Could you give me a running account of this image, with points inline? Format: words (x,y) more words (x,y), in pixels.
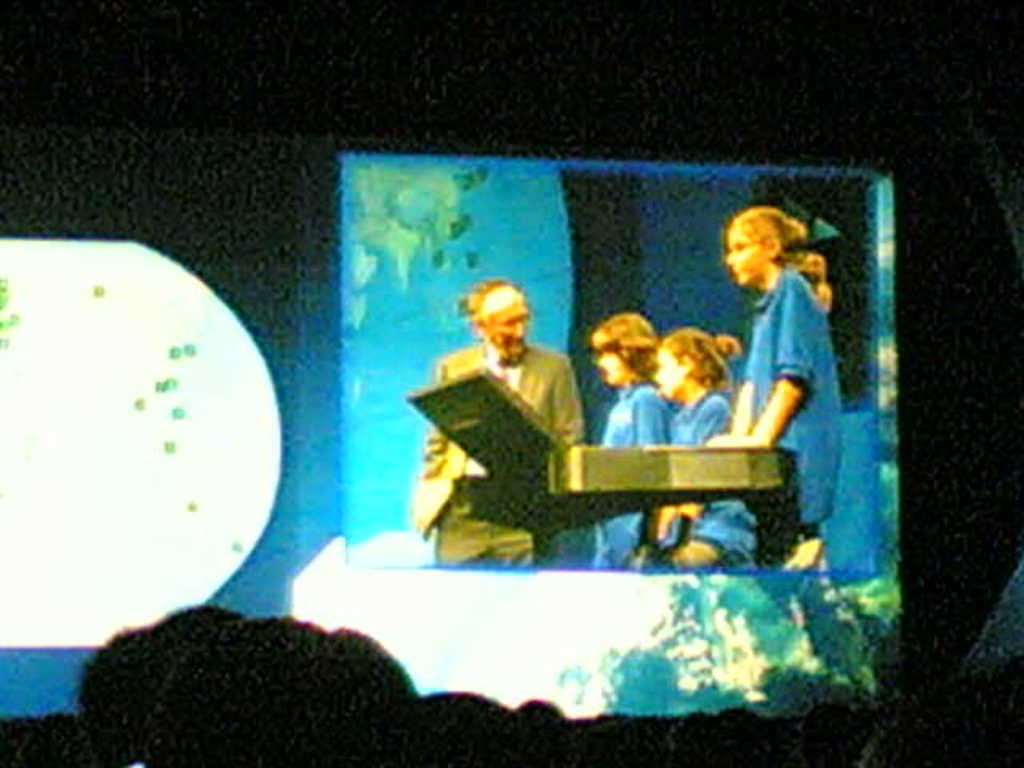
This picture seems to be an edited image. In the foreground (850,727) we can see there are some objects (743,765). In the center (565,469) we can see an object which seems to be electronic device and we can see the group of persons (665,379) and some other objects (512,467). The background of the image (264,232) is very dark.
